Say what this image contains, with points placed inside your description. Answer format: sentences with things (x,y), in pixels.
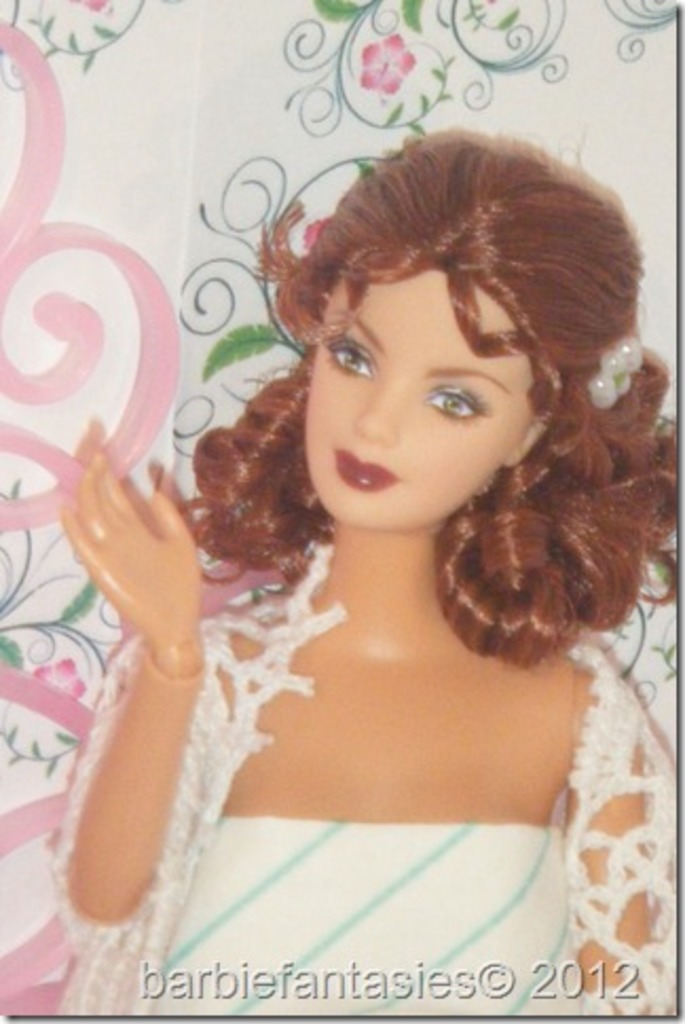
As we can see in the image there is a background (386,17). In front of background (161,317) there is a doll (372,583) wearing white color dress (295,916).
